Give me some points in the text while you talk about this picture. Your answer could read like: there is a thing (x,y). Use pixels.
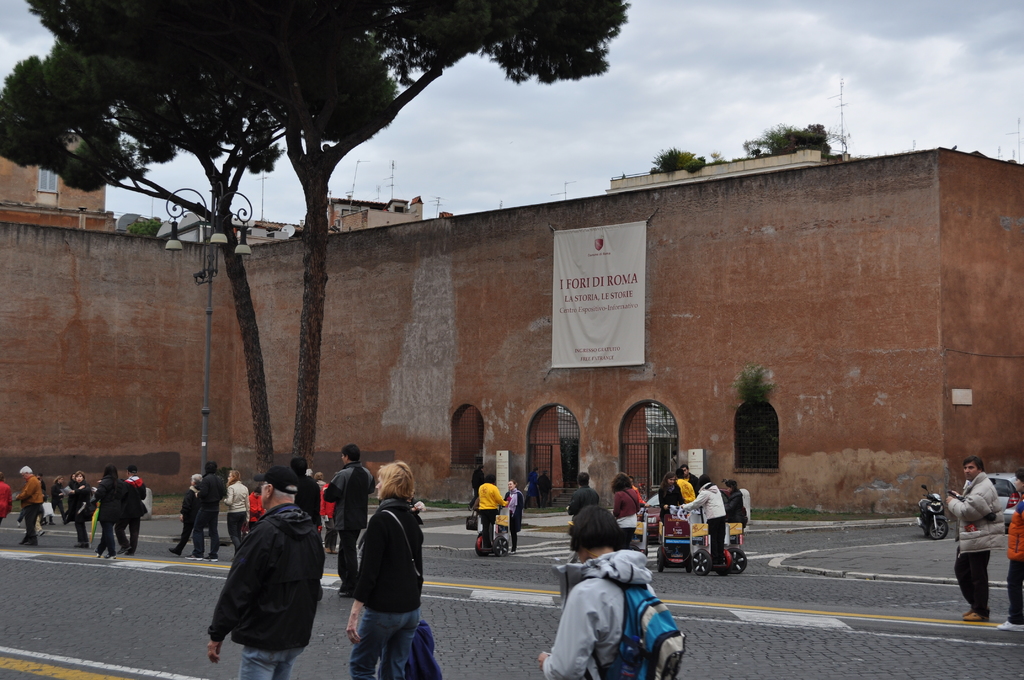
In this image there are people (633,542) walking on the road (198,585). There are vehicles (929,518). There are street lights (247,250). There is a banner (625,360) attached to the wall (660,333). In the background of the image (523,240) there are trees (334,133), buildings (32,196), plants (820,131), poles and sky (809,33).
